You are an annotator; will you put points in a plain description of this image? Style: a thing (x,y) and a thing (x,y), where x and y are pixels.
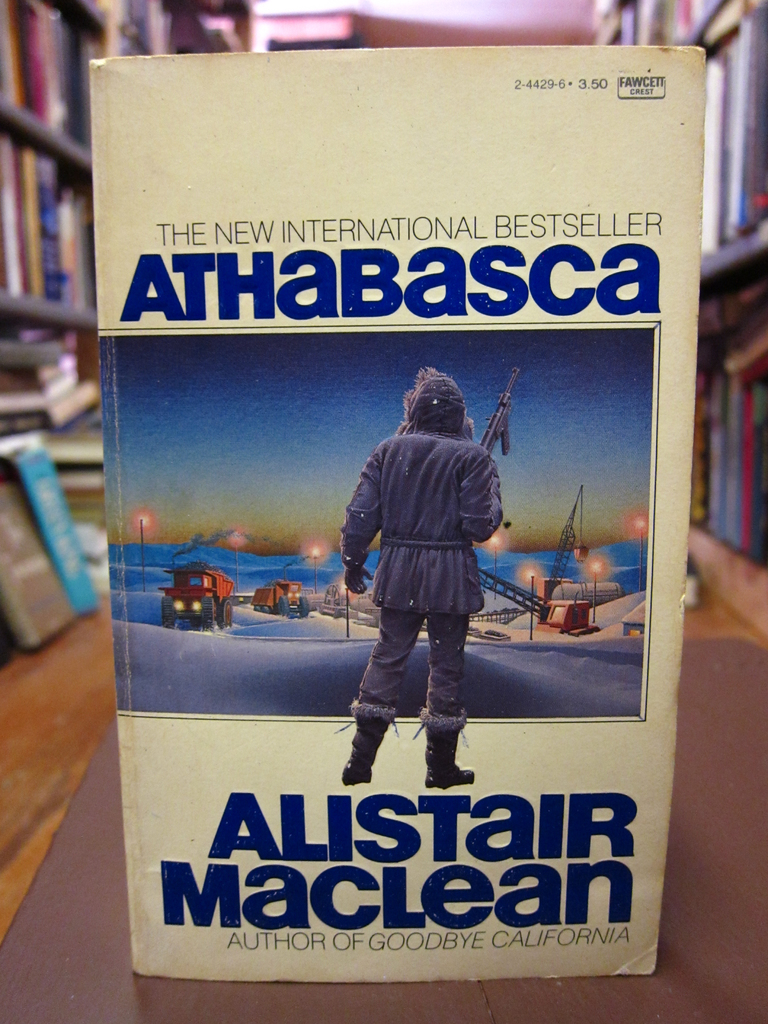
There is a book (314,287). On the book (355,319) something is written. Also there is an image (384,386) with a person (402,544) wearing gloves (345,569) and boots (388,709) is holding a gun (487,440). In the back of the image (339,655) there is snow (322,573), light poles (595,576), vehicles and crane (553,584). In the background (30,145) it is blurred and there are many books (713,478).
